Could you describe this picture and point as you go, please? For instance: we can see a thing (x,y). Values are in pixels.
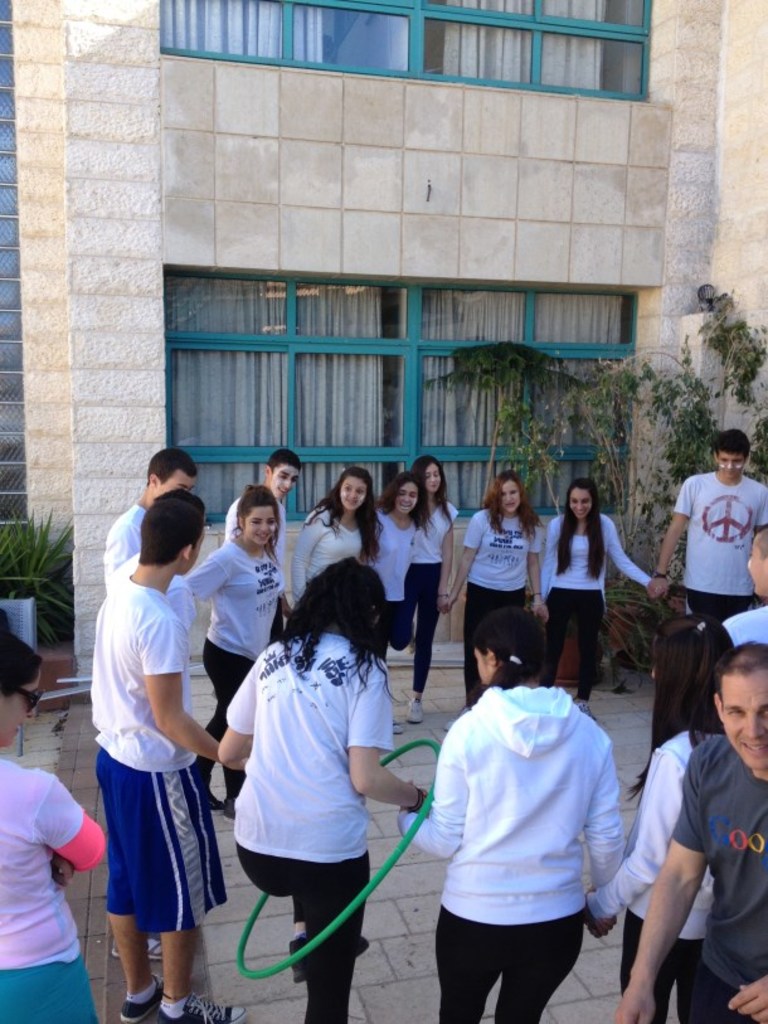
In the picture we can see some people (530,959) standing on the path (385,954) and holding each other hand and most of them are in white T-shirts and behind them, we can see a building (740,13) with glass windows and in front of the building (82,525) we can see some plants (636,530).
